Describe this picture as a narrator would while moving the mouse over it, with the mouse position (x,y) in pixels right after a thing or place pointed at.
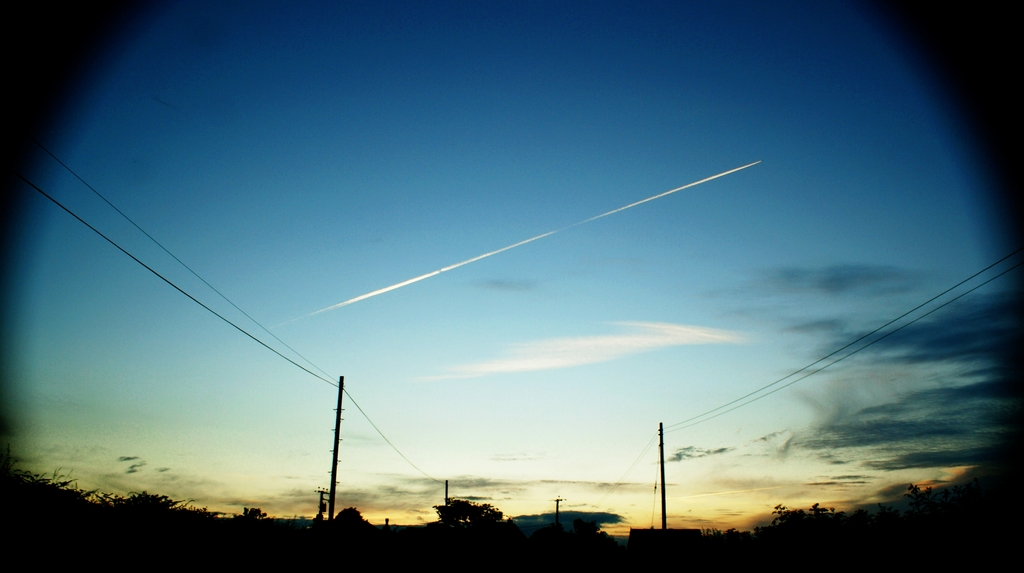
This image consists of two poles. At the top (294,184), we can see the sky (509,267) in blue color. In the background (976,529), there are trees (976,519).
